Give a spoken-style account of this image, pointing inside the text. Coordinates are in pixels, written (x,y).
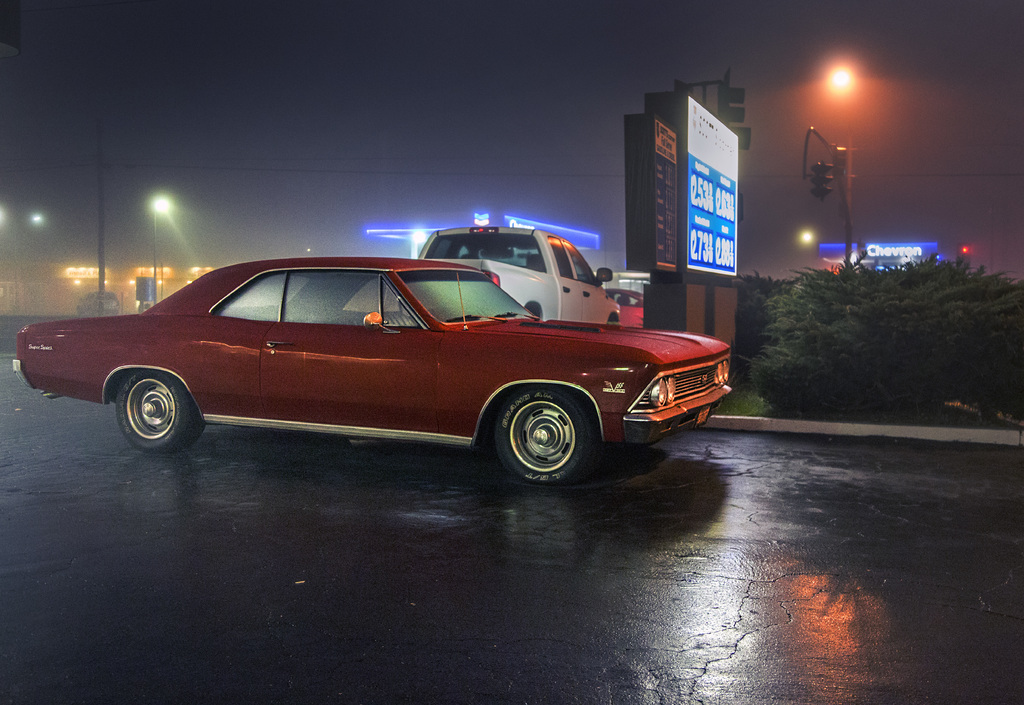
In this image I can see the road (449,543), a car (397,396) which is red in color and another car (551,300) which is white in color on the road (453,498), few trees (845,376) which are green in color and two boards (706,231). In the background (109,275) I can see few poles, few lights (804,237), few wires (379,175), another vehicle (102,307), few buildings (158,269) and the sky (351,157).
